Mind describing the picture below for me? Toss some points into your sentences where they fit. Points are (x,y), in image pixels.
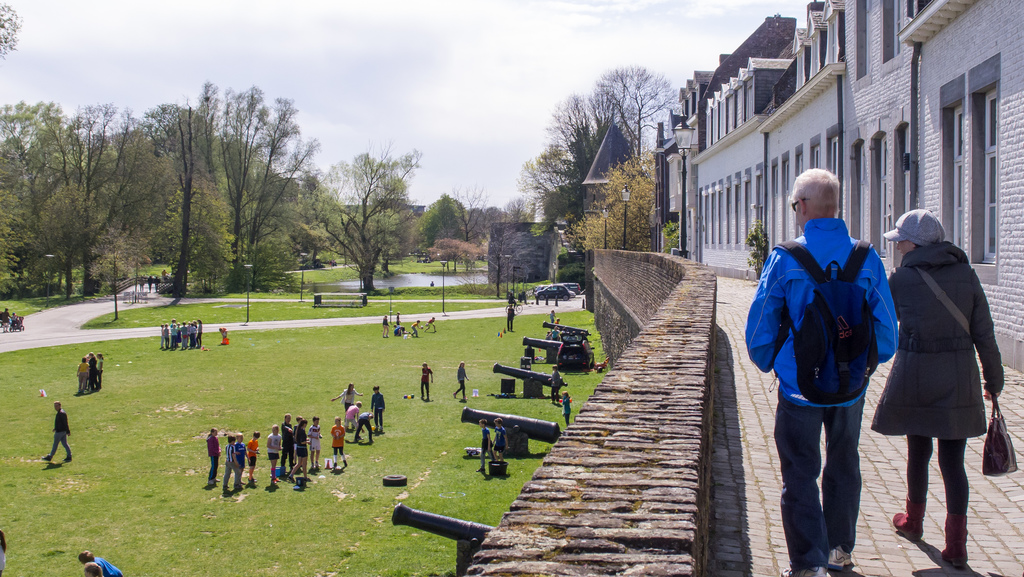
There are two persons (919,334) and buildings (970,152) in the right corner (926,366) and there is a wall (667,381) beside them and there are few persons (287,439) standing on greenery ground (247,439) and there are trees (164,194) in the background (198,192).
